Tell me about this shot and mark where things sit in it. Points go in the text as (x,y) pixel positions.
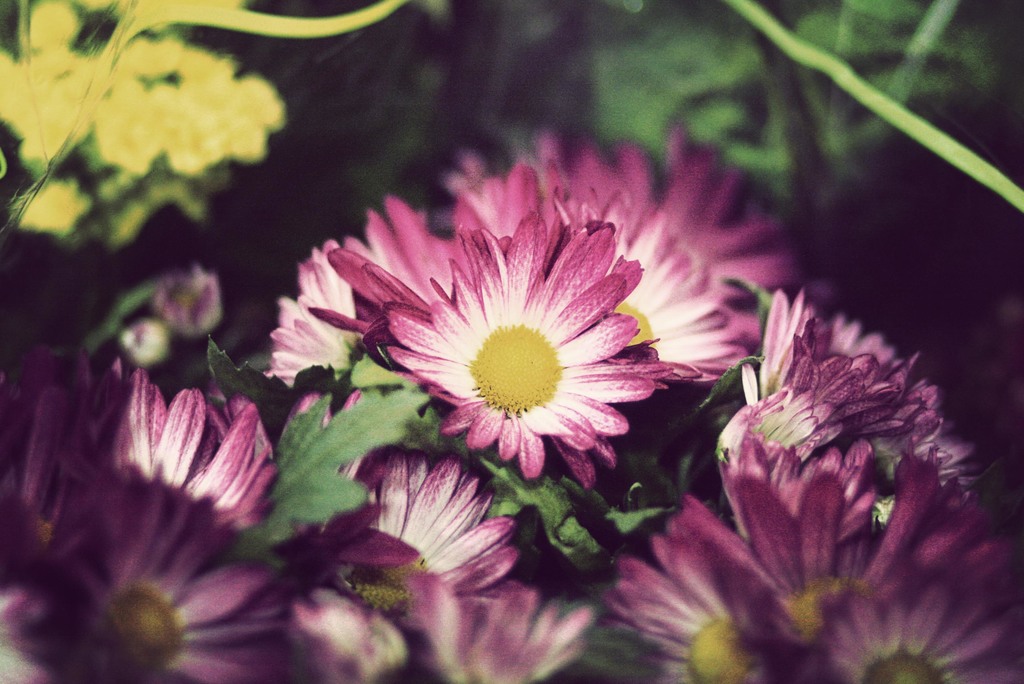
As we can see in the image there are plants (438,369) and flowers (558,367).
